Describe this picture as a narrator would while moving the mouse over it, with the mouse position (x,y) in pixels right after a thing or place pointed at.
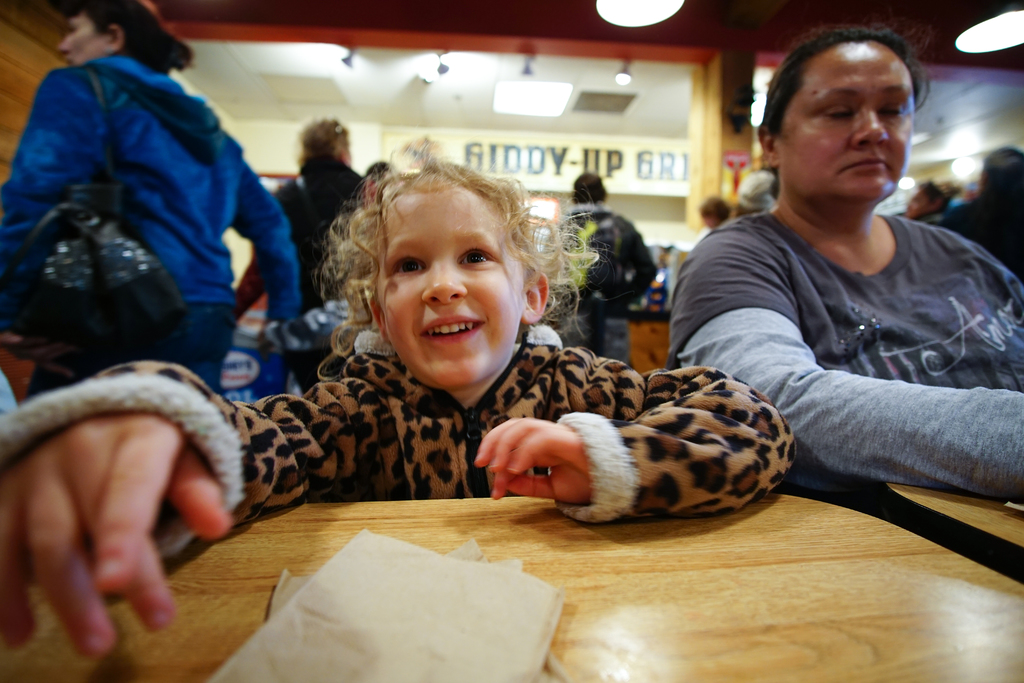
In this image there are tables (788,611) truncated towards the bottom of the image (749,615), there are papers (492,602) on the table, there are two persons (621,365) sitting, there is a person (156,229) wearing a bag (112,202), there are persons (610,240) standing, there is text (548,152) on the board (487,139), there are lights (623,73), there is a roof (375,87), there are lights (645,14) truncated towards the top of the image (1004,29), there is wall (968,136) truncated towards the right of the image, there are persons (1003,233) truncated towards the right of the image (1006,253), there is a wooden wall (18,73) truncated towards the left of the image (17,91).
